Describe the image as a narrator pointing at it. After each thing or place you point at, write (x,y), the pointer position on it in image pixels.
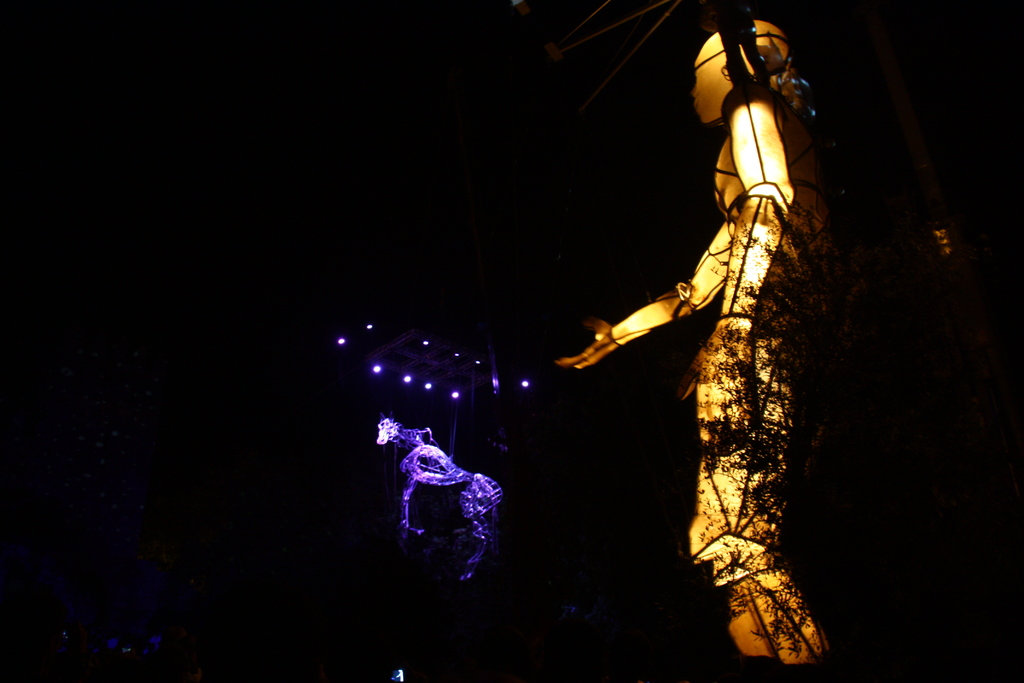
In this image there is a tree (920,333) truncated towards the right of the image (752,277), there is an object (730,328) that looks like a person (729,287), there is an object (438,470) that looks like an animal (426,465), there are lights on the roof (445,372), the background of the image (349,358) is dark.
